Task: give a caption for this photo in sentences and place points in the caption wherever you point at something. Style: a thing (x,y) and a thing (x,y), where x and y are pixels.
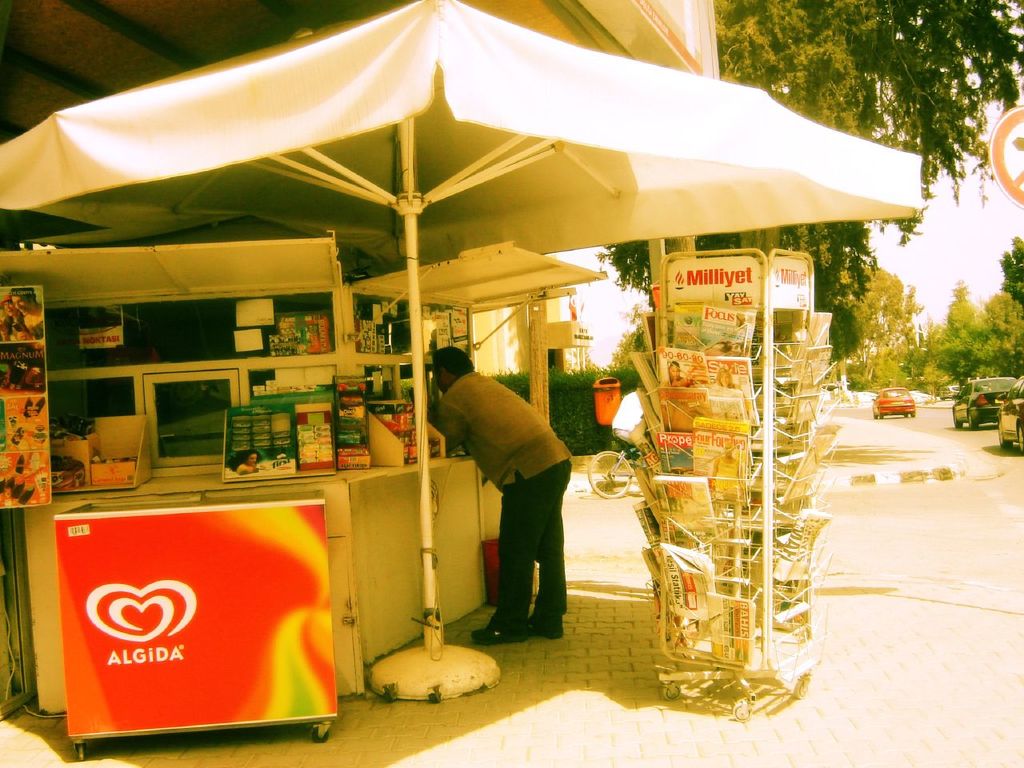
This picture consists of a shop (204,317), in front of shop (408,523) I can see a tent (422,116) and a person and books rack (672,334) visible, in the rack (766,293) I can see magazines (705,430) and on the right side (1020,528) I can see a road (1017,544), on the road (1001,547) I can see vehicles (1008,388) and trees (899,284) and the sky (920,257) visible at the top (933,217).
